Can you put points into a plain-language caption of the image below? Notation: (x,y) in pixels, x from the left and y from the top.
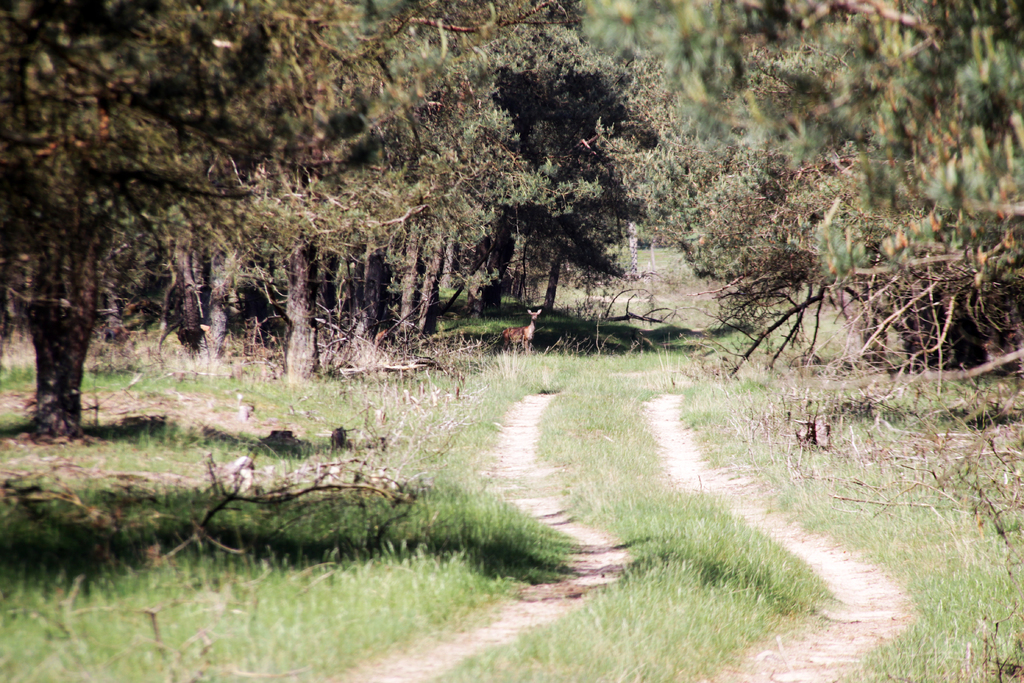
In this image we can see walkway (811,641), some grass (633,511) and in the background of the image (387,301) there are some trees (771,261) and deer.
